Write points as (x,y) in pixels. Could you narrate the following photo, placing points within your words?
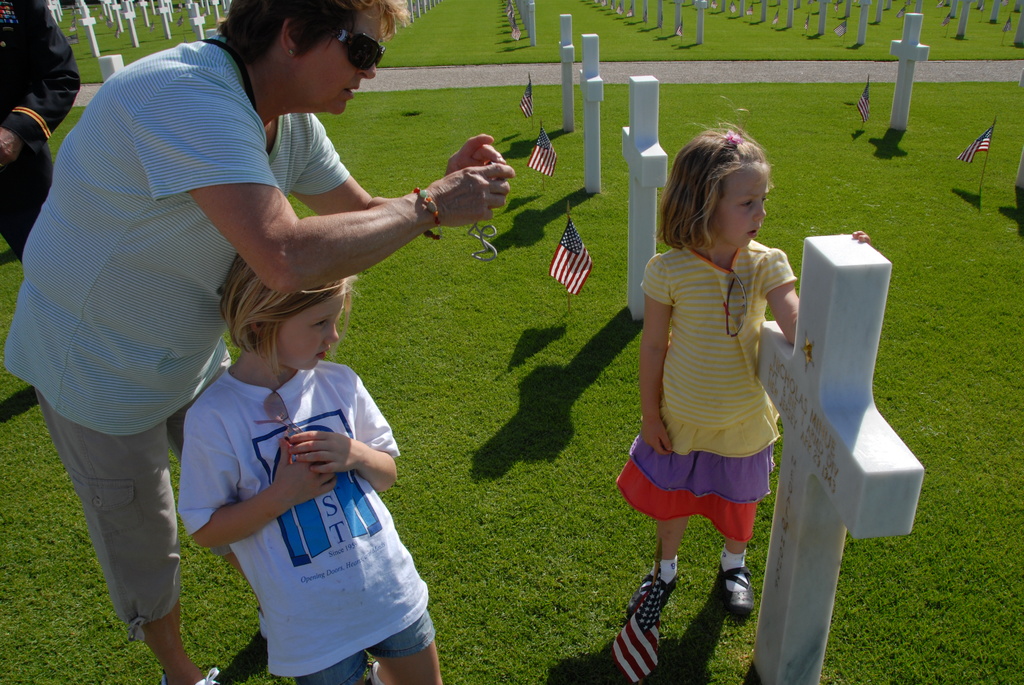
In this image, we can see a graveyard (895,130). There are two kids (722,426) standing and wearing clothes (676,370). There are flags (571,267) in the middle of the image (567,248). There are two persons (46,207) wearing clothes (90,160).
